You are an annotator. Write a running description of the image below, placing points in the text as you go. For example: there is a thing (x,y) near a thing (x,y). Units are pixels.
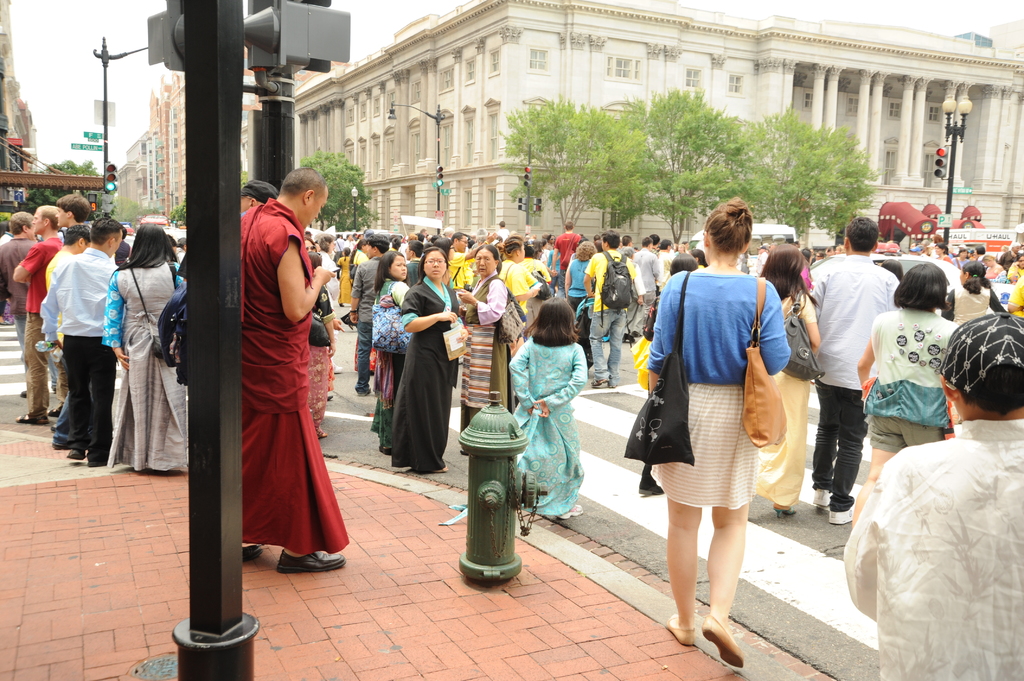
At the bottom of the image (362,575) there is a footpath (57,523) with poles (196,325) and some other things (481,567). And also there are few people (73,260) standing on the footpath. And on the road (811,530) there are many people (4,230) standing. In the background (952,178) there are poles (438,152) with traffic signals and lamps (432,116). And also there are trees (45,193). Behind them there are buildings (317,114) with walls (356,66), windows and pillars (459,159).
